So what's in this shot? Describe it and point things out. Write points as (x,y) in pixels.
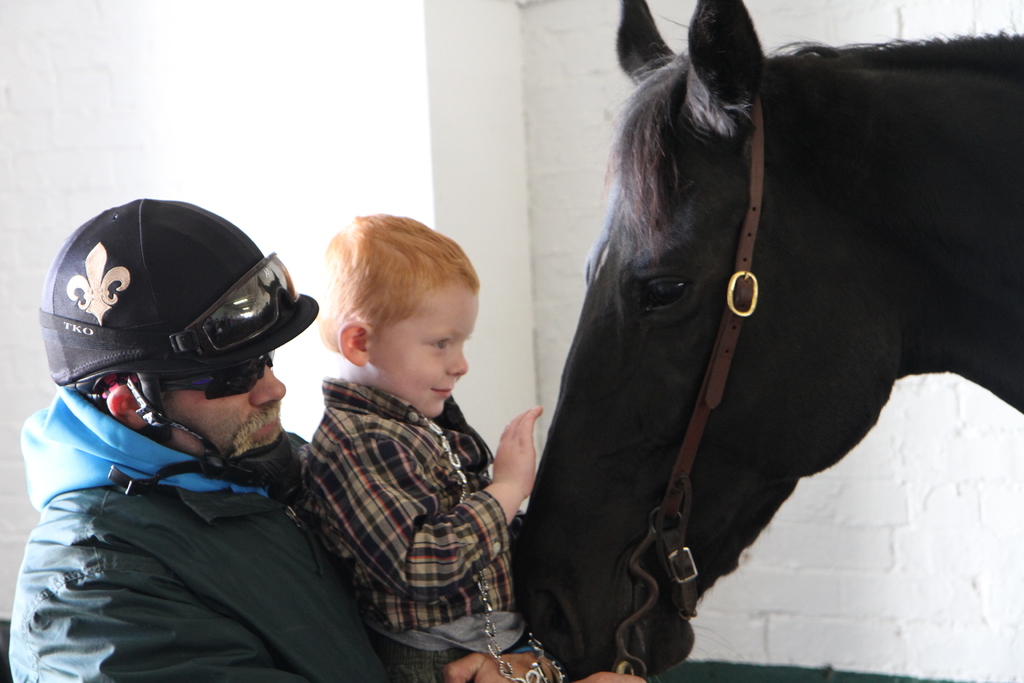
The two persons (254,268) are together. On the left side (191,413) we have a person (312,547). He is wearing a helmet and he is wearing a spectacle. On the right side (697,282) we have an animal (744,465). The man (308,561) holds animal chain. We can see in background (541,251) white color wall (487,267).
